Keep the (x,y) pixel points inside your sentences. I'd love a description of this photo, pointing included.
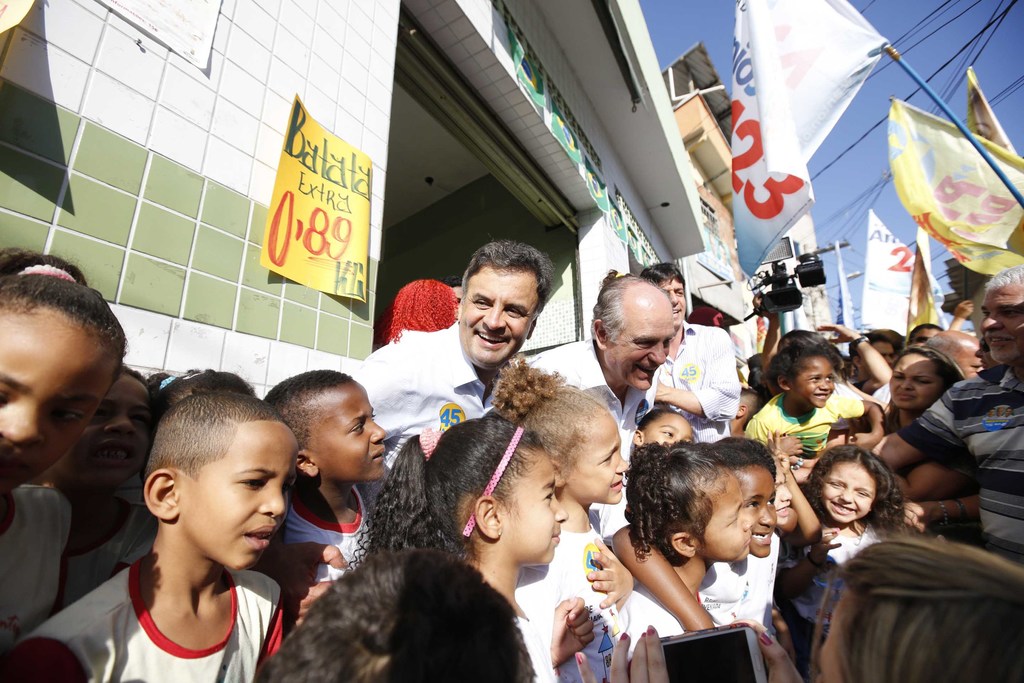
In the picture we can see a group of children (759,580) are standing together and some children (743,601) are smiling and behind them, we can see three men (509,246) are also standing and smiling and behind them, we can see a house (242,268) and near to it we can see some flags (829,103) and behind it we can see some wires (850,214) and sky (874,91).
